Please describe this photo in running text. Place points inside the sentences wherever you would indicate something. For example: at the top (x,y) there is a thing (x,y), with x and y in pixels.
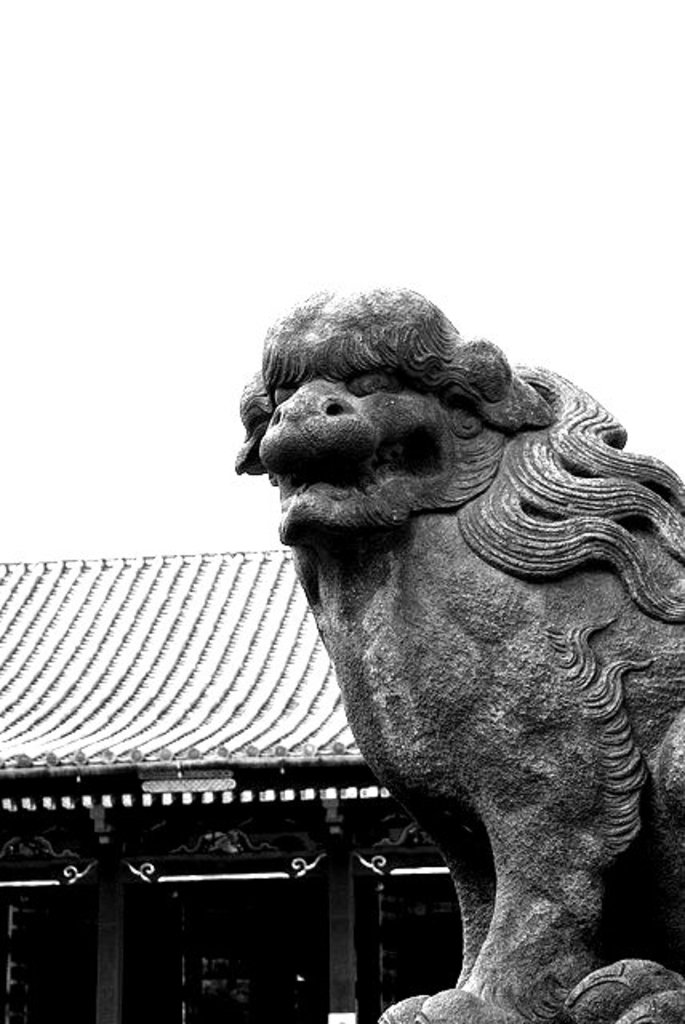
In this picture I can see there is a statue (561,486) at right side (533,774) and there is a building (170,860) in the backdrop (177,927), it has pillars (120,938) and this is a black and white image.
